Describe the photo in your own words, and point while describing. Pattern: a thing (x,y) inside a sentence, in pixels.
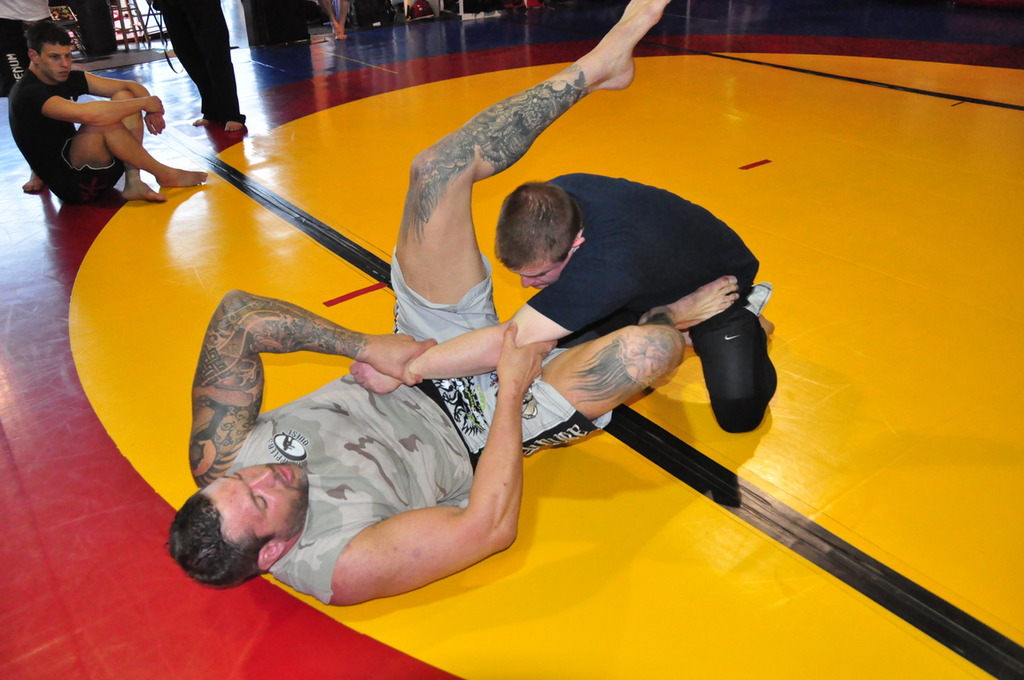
In this image we can see people (44,95), floor (328,182), and other objects (263,19).
